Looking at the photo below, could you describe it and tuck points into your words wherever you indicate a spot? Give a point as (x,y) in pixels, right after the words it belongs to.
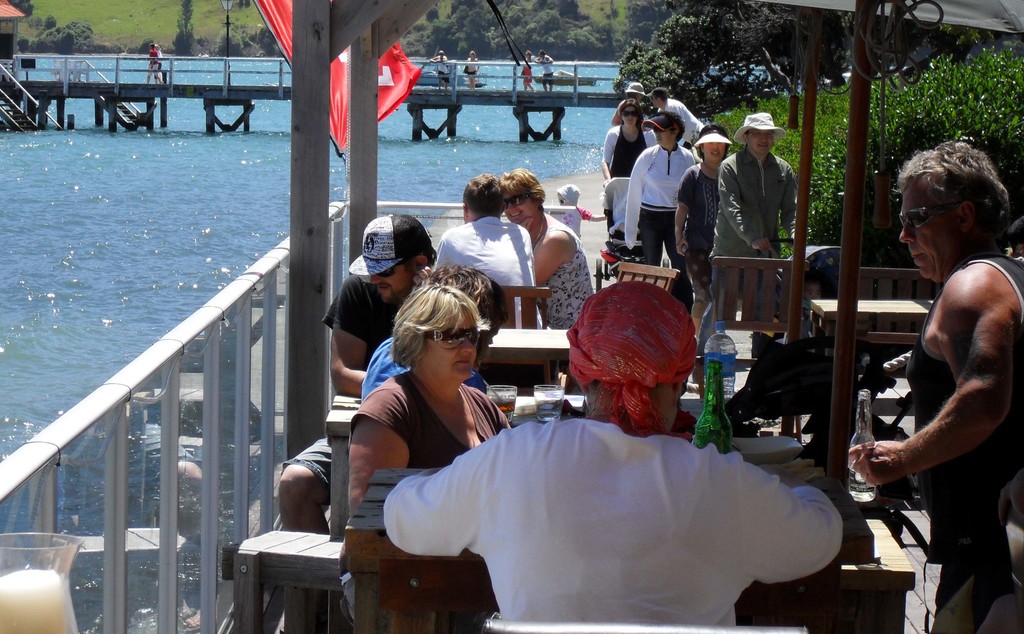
In this image I can see a group of people (611,391) sitting, standing and walking under a shelter (806,15) with wooden benches (322,570). I can see a bridge (135,89) on a river (129,184) and trees (59,28). I can see some people (150,62) walking and standing on the bridge (472,91).
